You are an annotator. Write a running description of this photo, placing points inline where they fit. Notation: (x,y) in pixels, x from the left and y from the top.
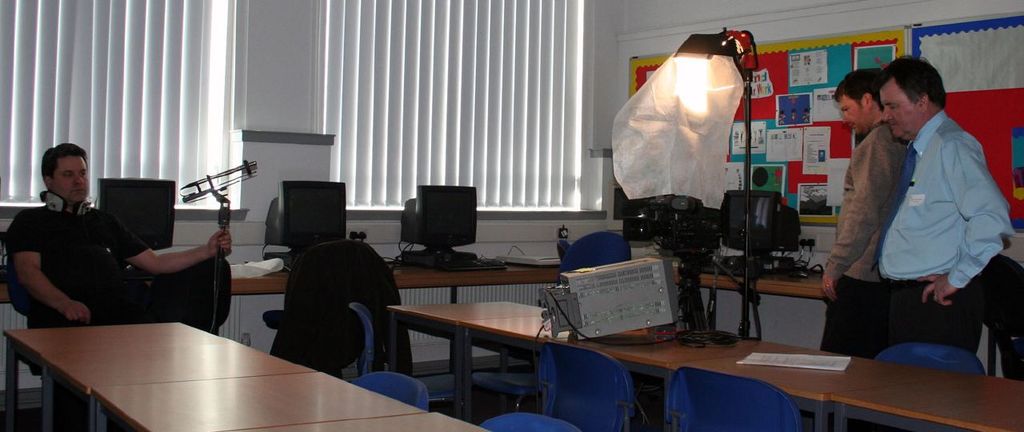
On the background of the picture (122,62) we can see windows (328,75). these are the notice boards (941,73) where we can see few notice papers (786,124) pasted on it. This is a light (709,99). This is a camcorder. These are tables (880,369) and chairs (605,415). Here we can see one man (92,240) sitting and holding a stand (217,280) in his hand (219,235). We can see two men (966,183) standing at the right side of the picture (845,240).
